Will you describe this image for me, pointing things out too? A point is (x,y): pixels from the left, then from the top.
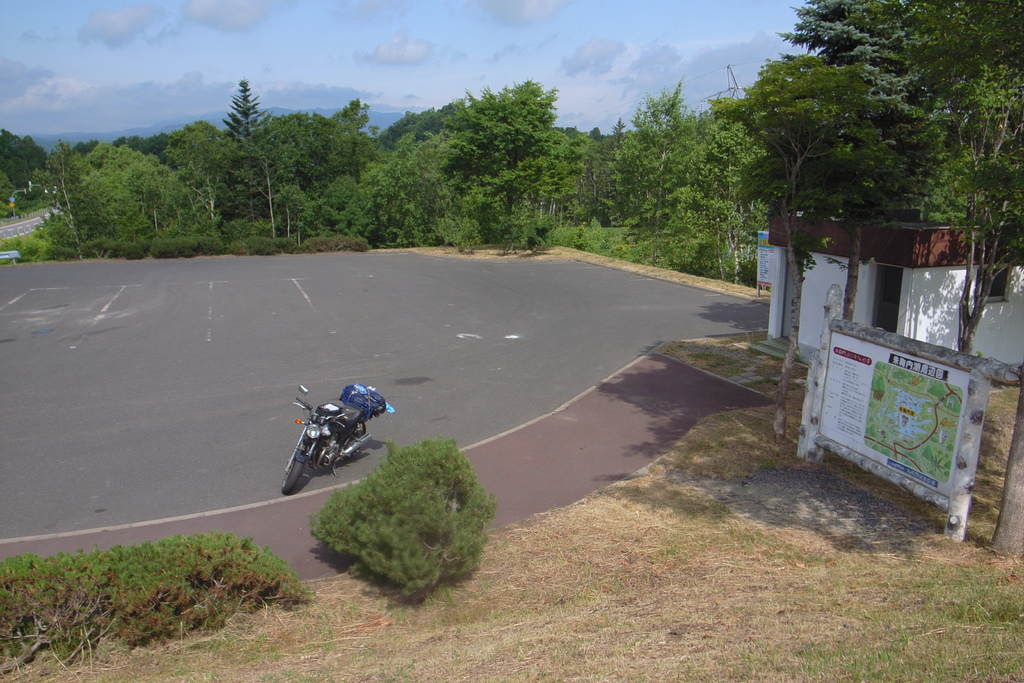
In this image I can see the bike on the road (208,393). To the side of the bike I can see the plants (347,552). To the right (887,448) there is a board (904,447) and the house (906,283). In the back (632,93) there are many trees (97,187), clouds (4,71) and the sky (225,64).
